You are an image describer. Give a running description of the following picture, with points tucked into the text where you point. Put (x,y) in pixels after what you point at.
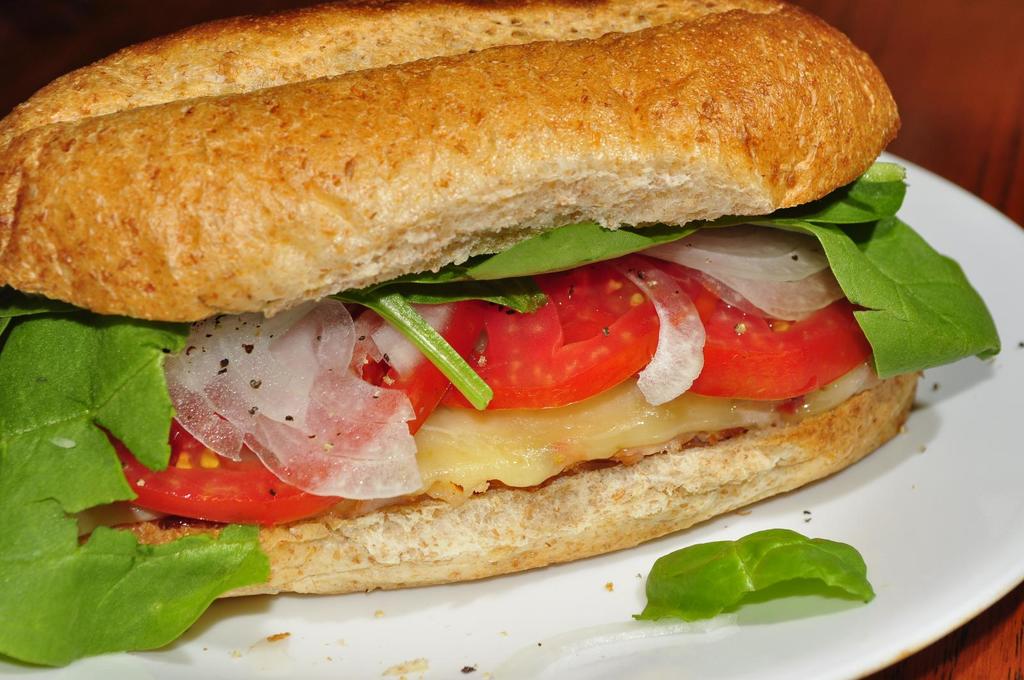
In this image I can see food (277,446) which is in brown, red and green color on the plate (611,606) and the plate (875,557) is in white color.
